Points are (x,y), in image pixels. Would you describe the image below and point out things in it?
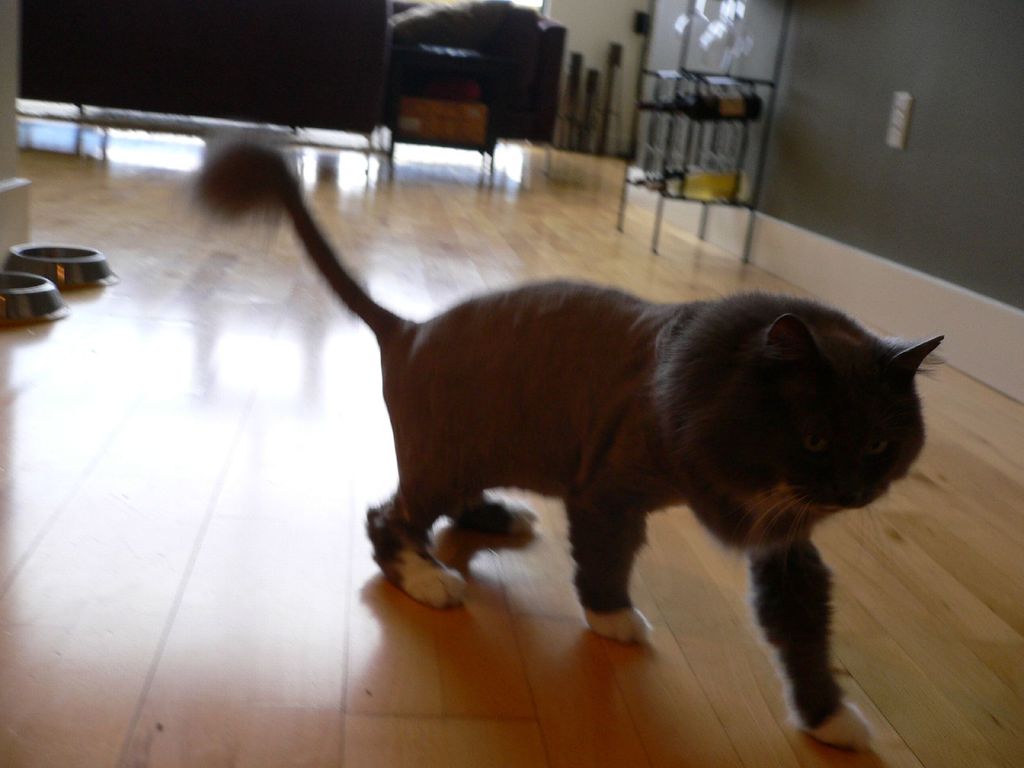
In this picture I can see a cat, there are pet feeding bowls (79,253), there are wine bottles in a rack (690,204), and in the background (103,40) there are some objects (893,136).
